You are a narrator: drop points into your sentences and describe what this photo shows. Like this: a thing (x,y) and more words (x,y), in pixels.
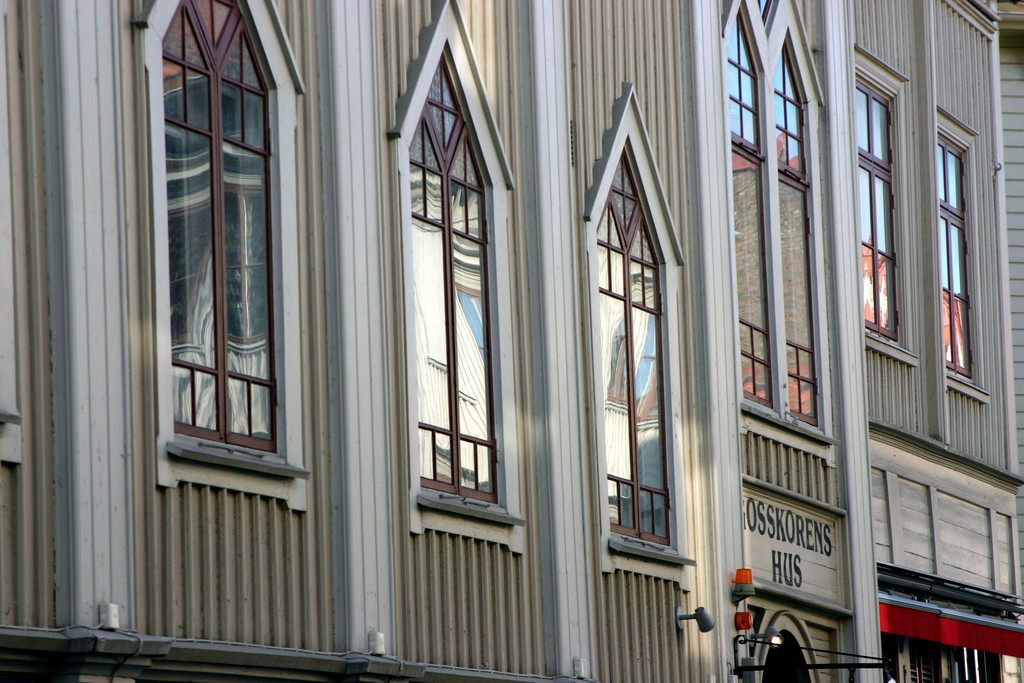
In this image there is a building (542,456).
